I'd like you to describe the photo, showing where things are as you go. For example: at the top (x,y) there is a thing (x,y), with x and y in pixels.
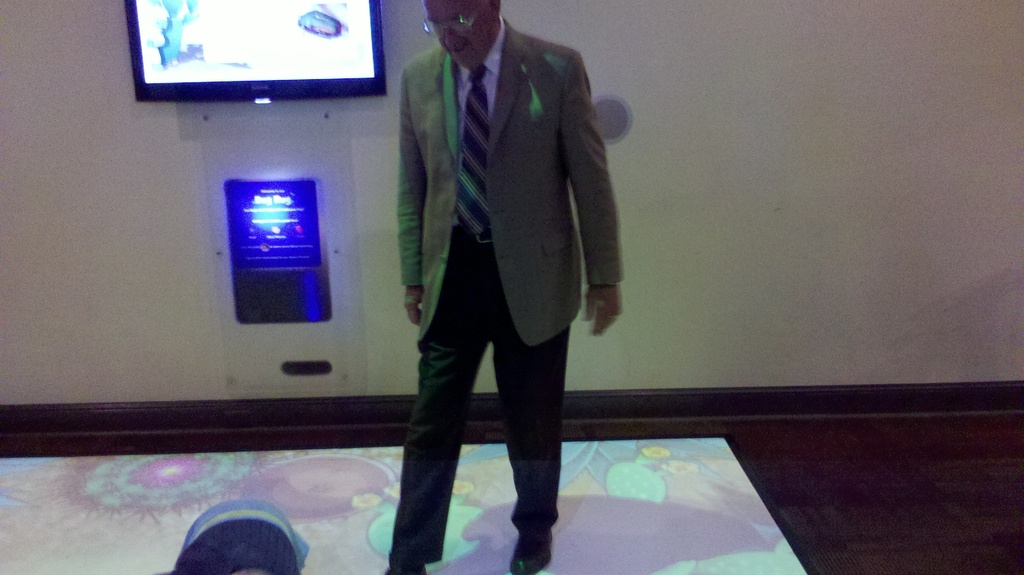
There is a person (463,239) wearing a coat (529,201), tie (464,199) and a specs (459,20). In the back (213,181) there is a wall (382,237). On the wall (206,115) there is a screen (224,79) and a device (264,232) with blue color light (239,263).
